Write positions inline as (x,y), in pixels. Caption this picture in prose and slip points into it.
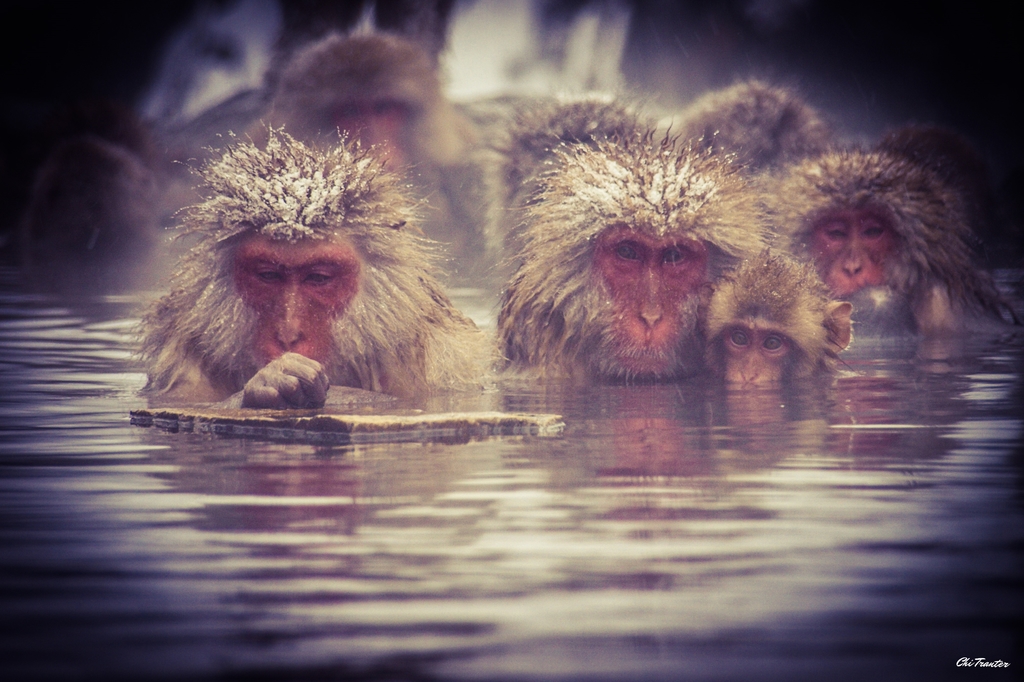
In the center of the image (358,231) there are monkeys (393,271) in water (545,499).
